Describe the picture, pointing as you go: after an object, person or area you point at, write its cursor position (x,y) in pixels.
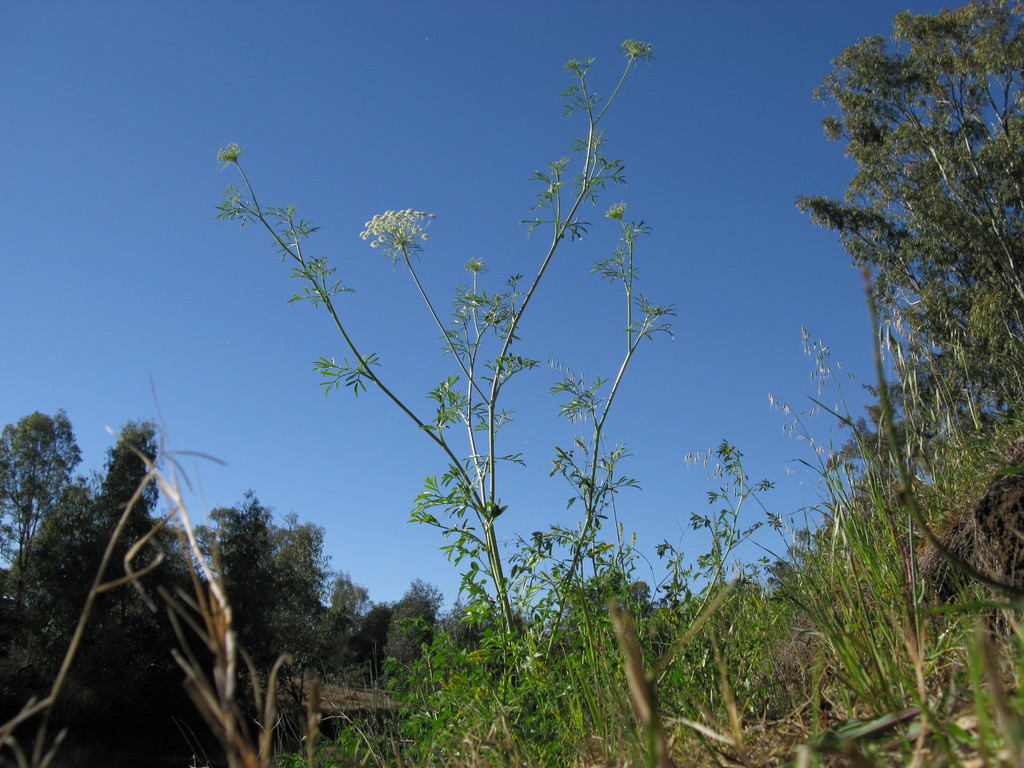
In this picture there is greenery (872,490) in the image.
